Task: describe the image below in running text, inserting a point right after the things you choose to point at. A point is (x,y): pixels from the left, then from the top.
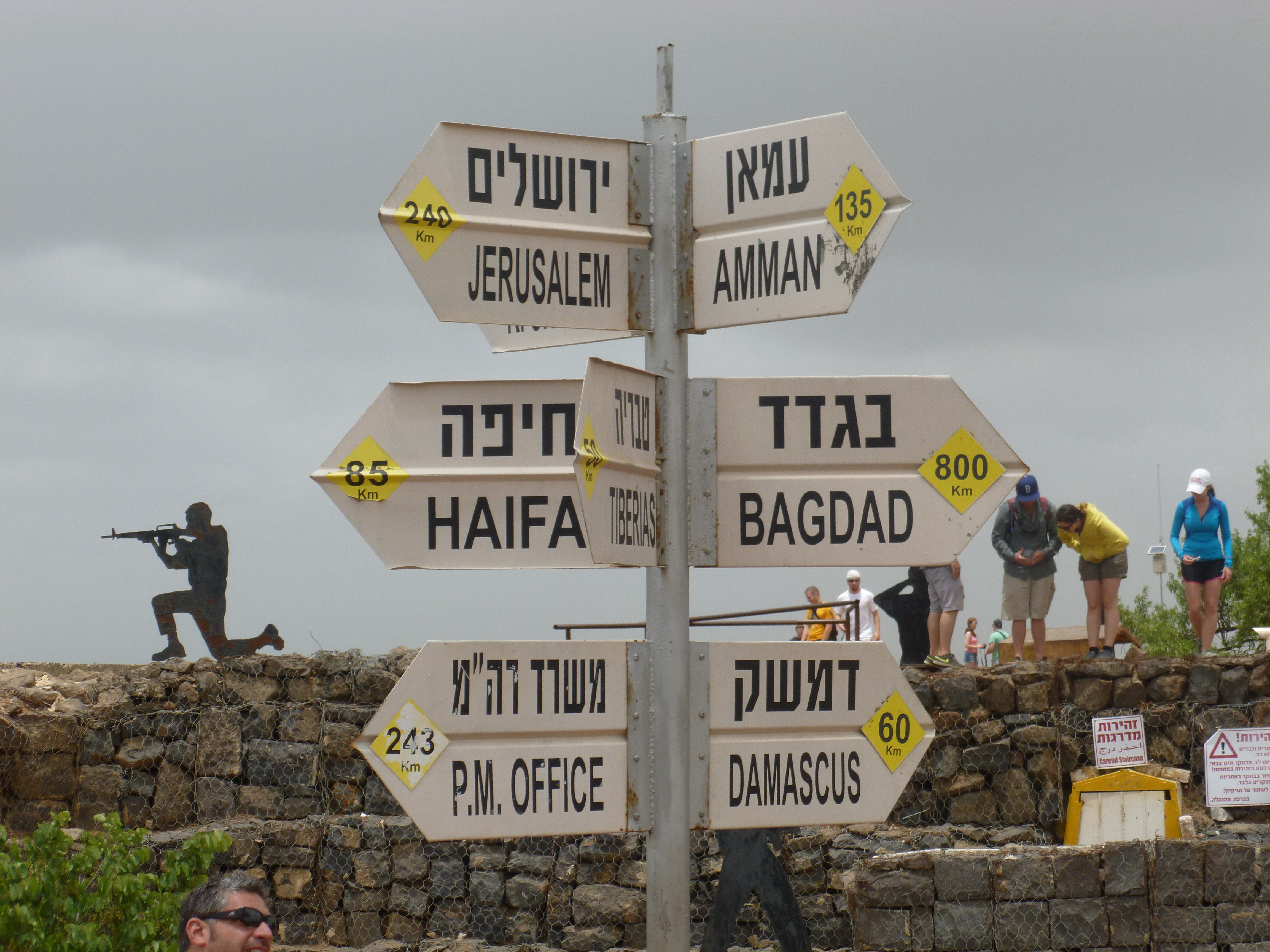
There is a pole (669,783) with many sign boards (598,387). There are many people (945,621). Some are wearing caps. There are brick walls (941,690). And a person (215,912) is wearing goggles (258,920). In the back (299,161) there is sky (1015,276). On the right side (1173,568) there are trees (1168,596). Also there are sign boards (1210,795). On the left side (161,652) there is a person (161,555) holding gun (151,534) is on the wall (968,692).
